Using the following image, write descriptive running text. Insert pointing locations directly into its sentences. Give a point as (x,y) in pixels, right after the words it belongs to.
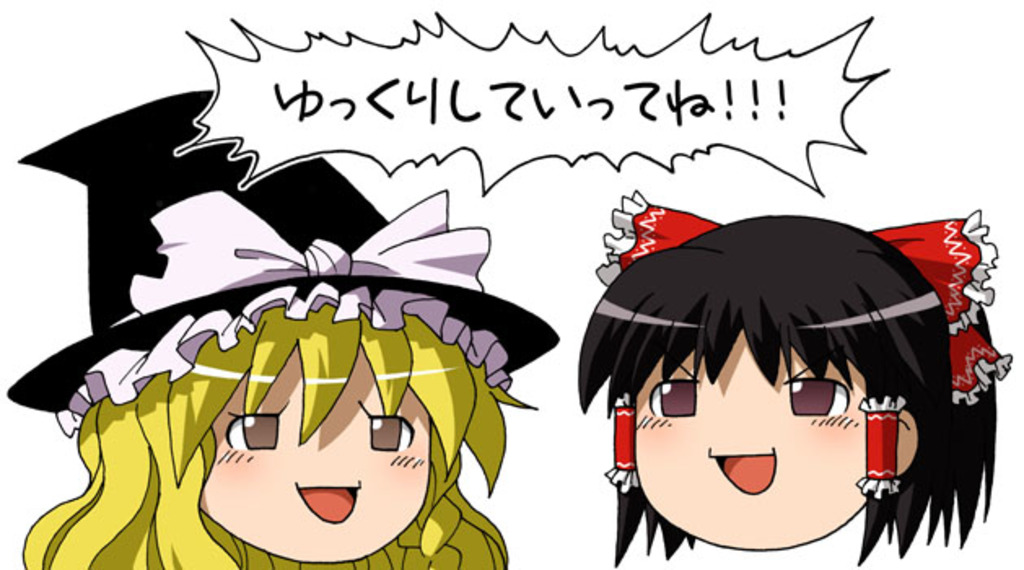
This is an edited picture. In this image there is a girl (694,537) and there is another girl (379,221) with black hat (225,194). At the top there is text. At the back (2,391) there is a white background (147,42).
